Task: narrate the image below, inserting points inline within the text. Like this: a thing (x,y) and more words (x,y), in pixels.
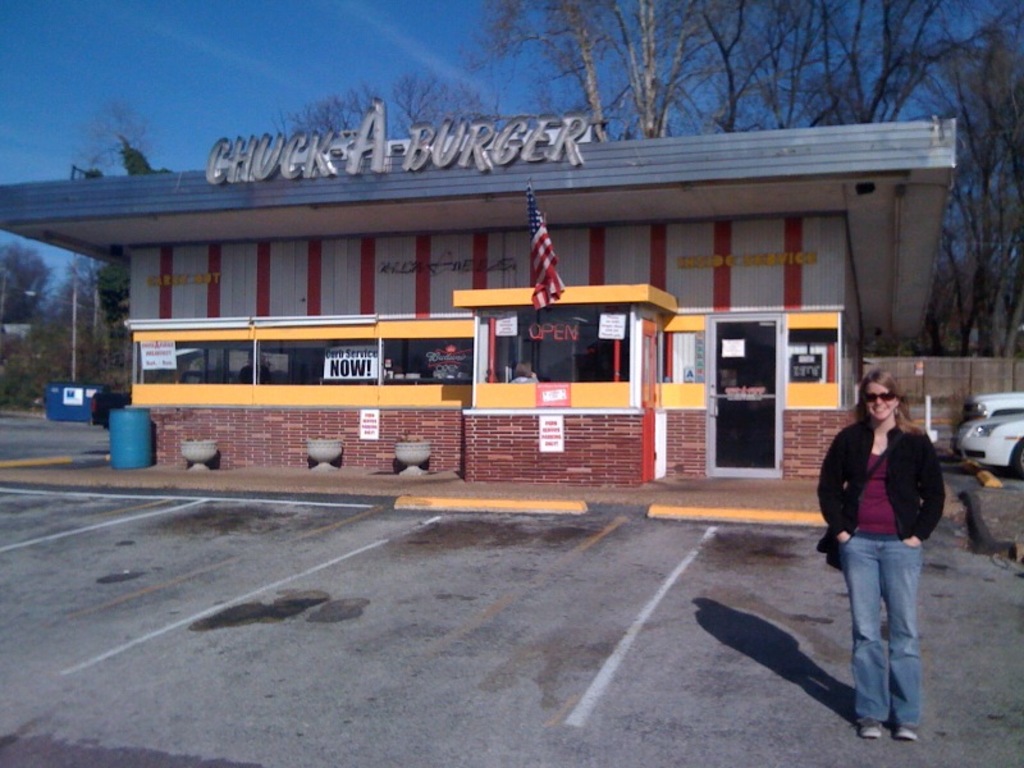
On the right side of this image (875,519) I can see a woman (869,609) standing on the road (741,748), smiling and giving pose for the picture. In the background (507,300), I can see a building (343,236). On the right side (991,434) there are two cars (979,450) on the road (956,468). In the background (853,110) there are some trees (686,47). At the top (272,33), I can see the sky (151,47).
